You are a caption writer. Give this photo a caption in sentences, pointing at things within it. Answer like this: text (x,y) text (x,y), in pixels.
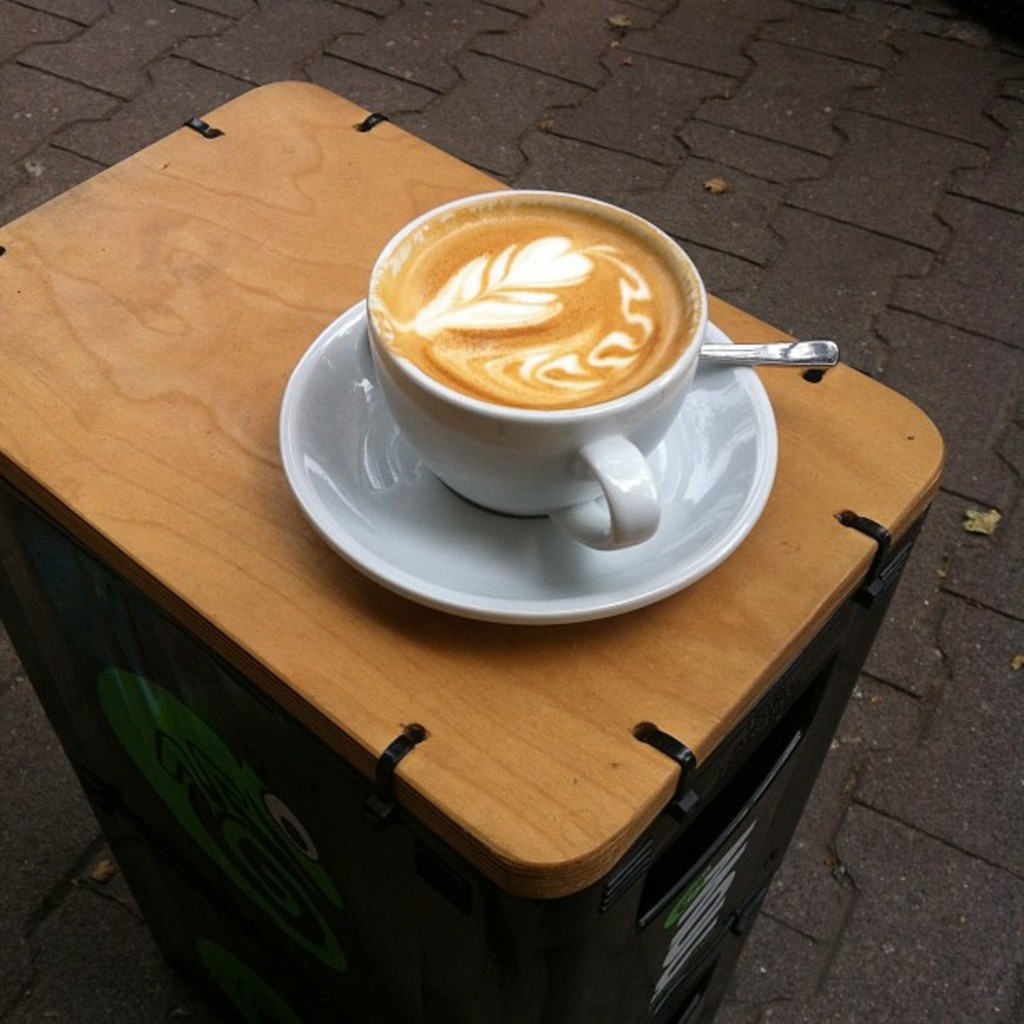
As we can see in the image there is a road (725,177), cup (552,355), saucer (651,583) and spoon (740,363) on table (221,330).
